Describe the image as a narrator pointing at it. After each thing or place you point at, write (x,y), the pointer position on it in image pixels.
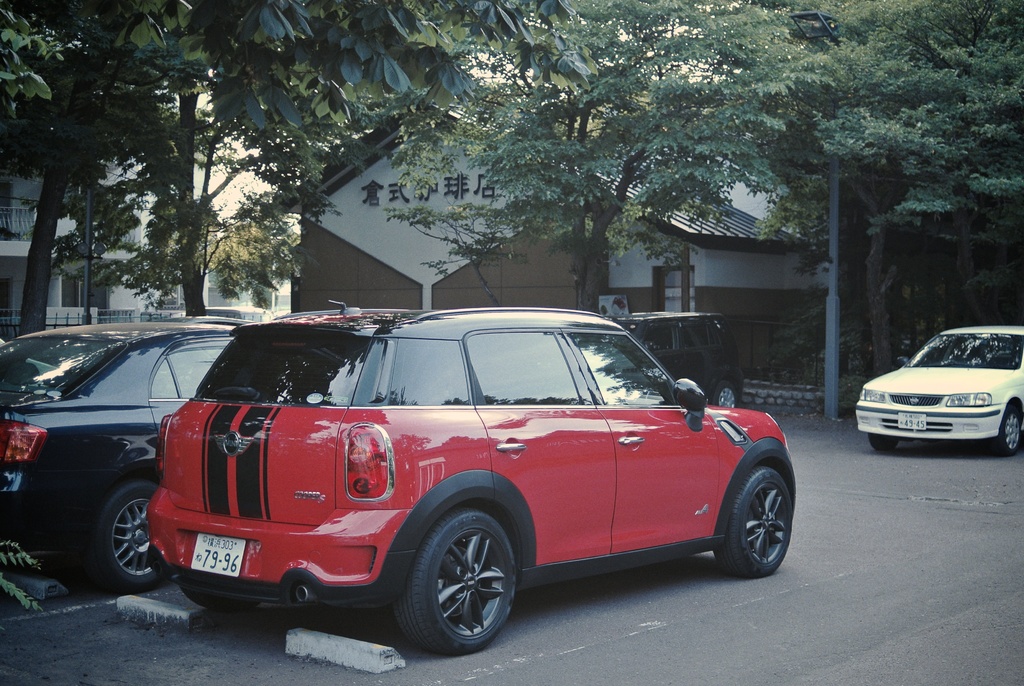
There are cars (981,435). And there are number plates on the cars (929,373). In the back (741,296) there are trees (159,213) and buildings (319,254). On the building (408,196) something is written. Also there is a street light pole (836,282) near to the white car (977,365).
